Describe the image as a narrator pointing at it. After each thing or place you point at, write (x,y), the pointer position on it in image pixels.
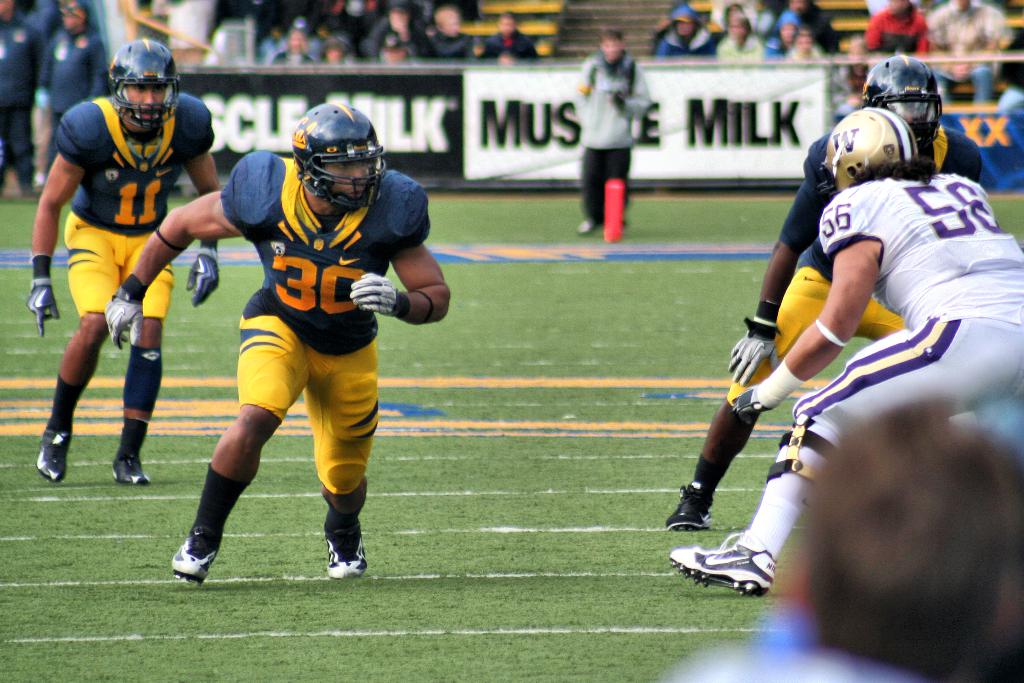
In the image we can see there are people (830,351) wearing clothes (100,278), gloves (373,283), helmet (336,160), socks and shoes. They are running and some of them are standing. Here we can see grass (569,570) and white lines (585,526) on it. We can even see the posters (708,135) and on it there is a text (711,120).
